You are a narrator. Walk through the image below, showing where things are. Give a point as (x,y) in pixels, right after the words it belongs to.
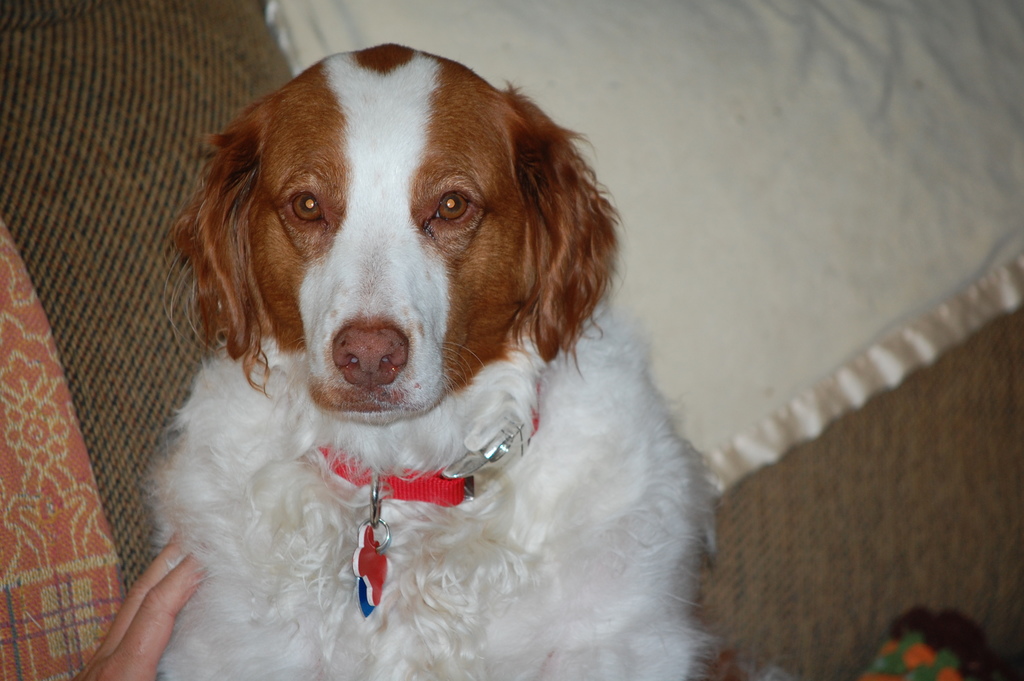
In this image we can see there is a person's hand (152,630) holding a dog (428,247). And at the back (145,103) it looks like a couch (113,225), on that there are clothes (812,194) and object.
